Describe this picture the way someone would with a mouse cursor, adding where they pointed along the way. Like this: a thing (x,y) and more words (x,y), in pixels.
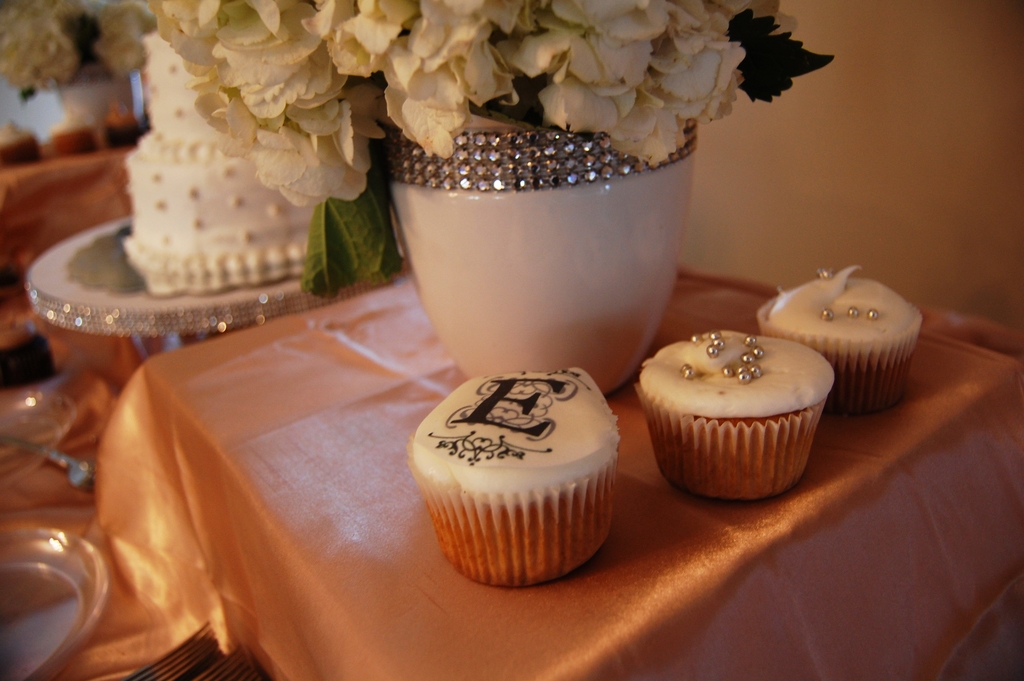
In this image I can see few tables (276,401) and on it I can see few cupcakes (615,450), few flowers (372,210) and a plate (17,665). I can also see a cake (155,100) on the left side (167,47).
